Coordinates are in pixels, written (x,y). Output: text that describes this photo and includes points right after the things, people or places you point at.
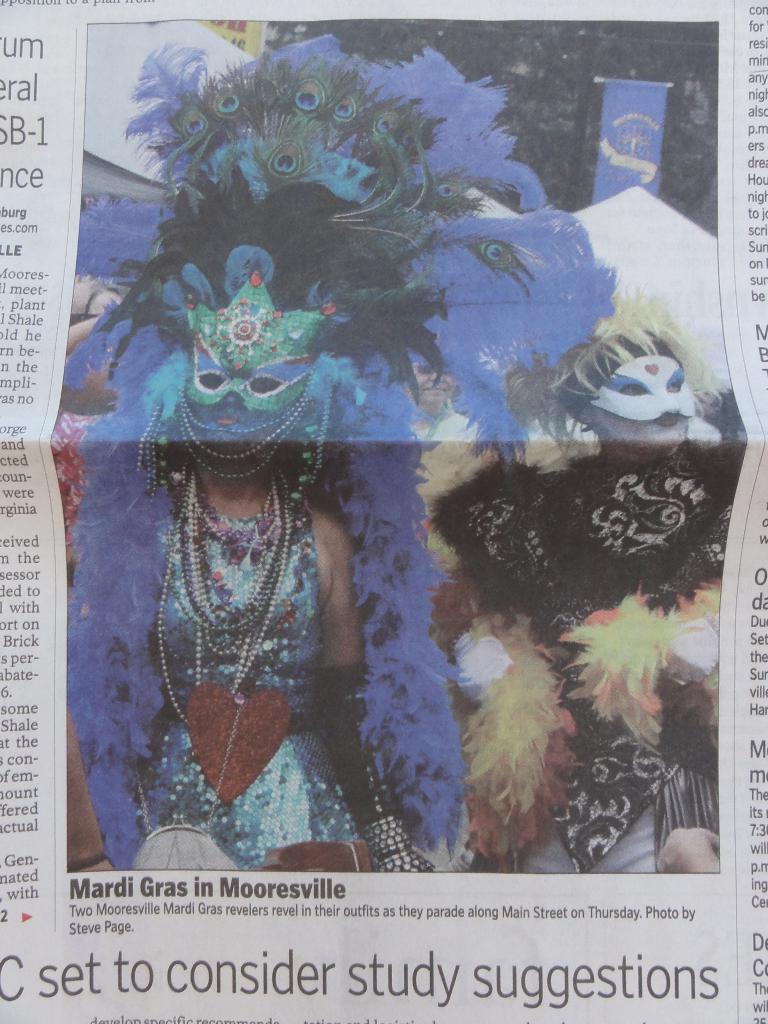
Here in this picture we can see a newspaper (404,948) present and on that we can see picture (290,483) of a couple of people (277,509) wearing costumes (429,538) and face masks (263,372) on them over there and behind them we can see banners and trees (554,95) present over there.
